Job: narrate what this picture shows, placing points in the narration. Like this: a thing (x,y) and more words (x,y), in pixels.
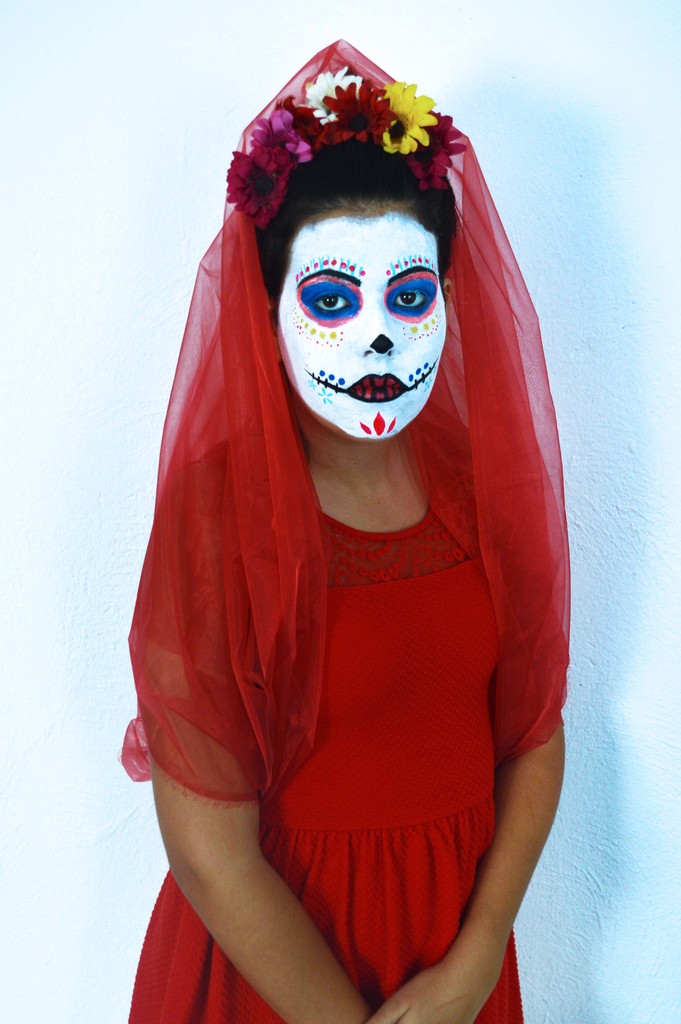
In this image, we can see a human (318,694) is wearing red color costume (324,603). She wore a flower crown (273,139) on her head (329,147). Background (604,358) there is a white wall (619,568).
